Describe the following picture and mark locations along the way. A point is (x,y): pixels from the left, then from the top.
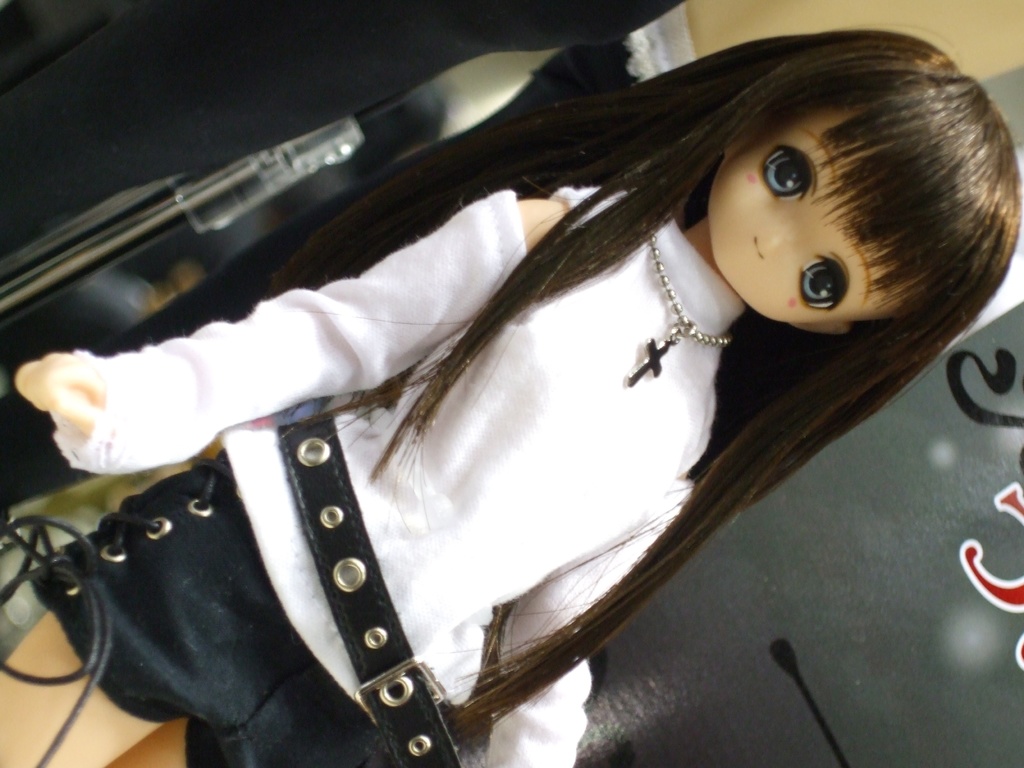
In the center of the image (482,378) there is a doll (344,570).
